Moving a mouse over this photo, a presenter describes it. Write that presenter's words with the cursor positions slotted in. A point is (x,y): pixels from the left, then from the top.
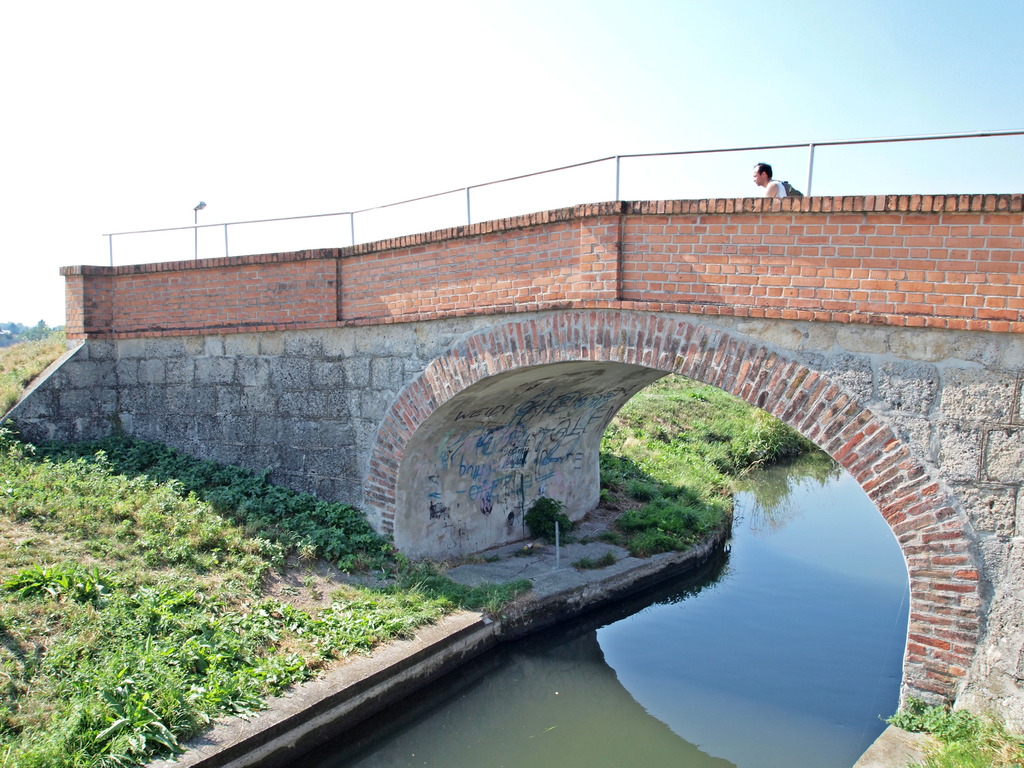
In the foreground of this image (860,314), there is a bridge (781,278) and water (822,628) flowing under it and there are plants (142,600) and grass (185,493) on the ground (172,490). In the background (239,60), there is the sky (211,74).
